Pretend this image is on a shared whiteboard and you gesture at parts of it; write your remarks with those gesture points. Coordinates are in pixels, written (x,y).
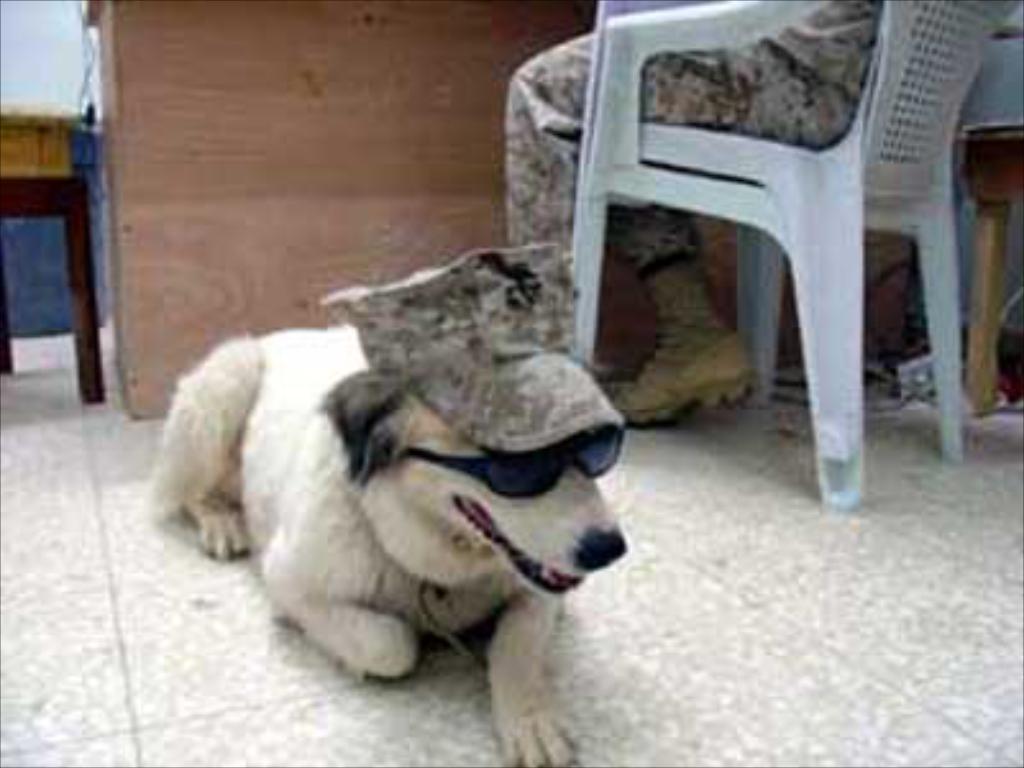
In this image i can see a dog (159,515) on floor (276,672) at the background (742,93) i can see a person (729,118) sitting on a chair (725,137), a cup board (322,72), a table (81,235) and a wall (34,95).
